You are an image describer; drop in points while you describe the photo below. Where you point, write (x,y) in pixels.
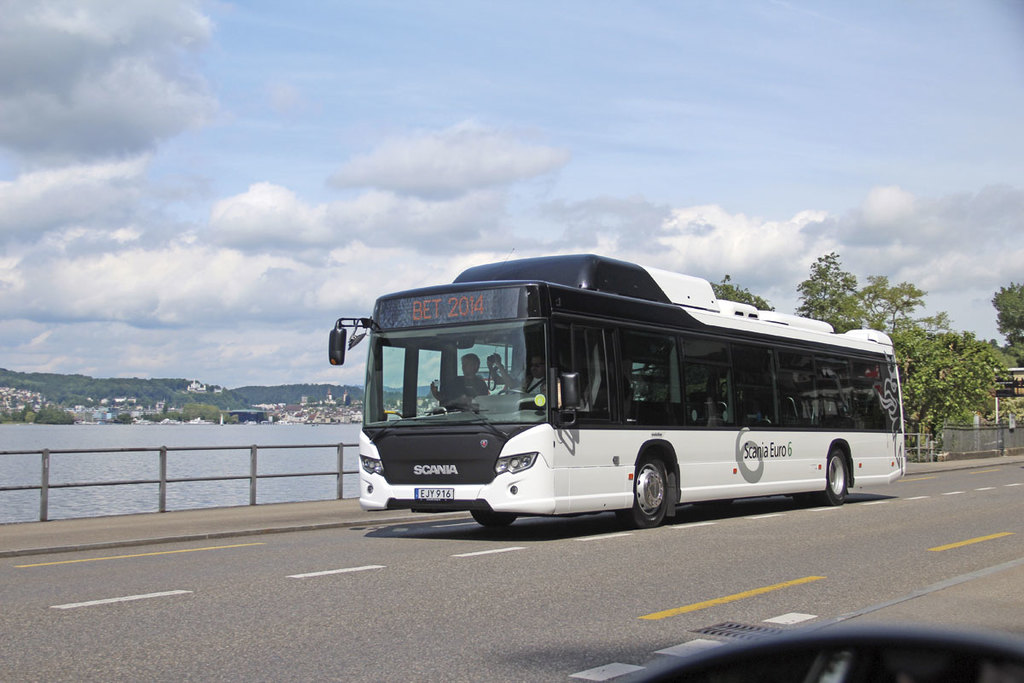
In this image in the center (602,429) there is bus (709,429) moving on the road (822,511), there are trees (977,400), there is a fence (192,479) and there is water (230,468). In the background (189,400) there are trees (119,386) and the sky (176,249) is cloudy.
